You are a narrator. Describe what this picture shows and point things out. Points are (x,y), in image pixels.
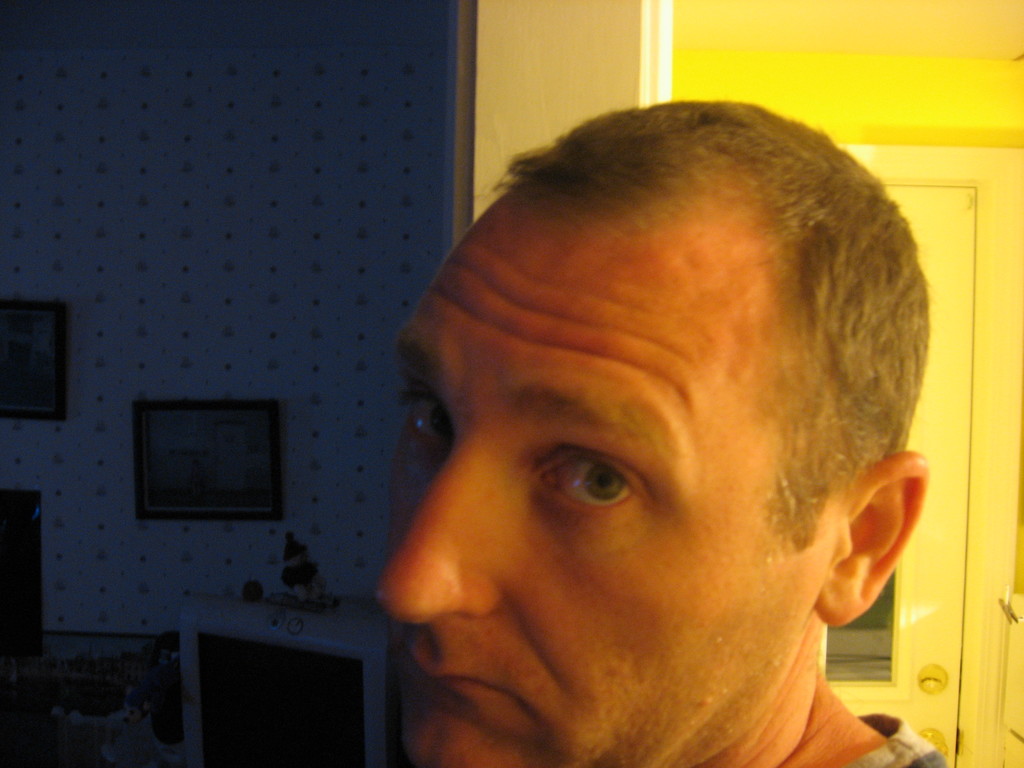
In this image I can see a person face (469,466). I can see few frames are attached to the wall (256,275). I can see a door (925,539).
